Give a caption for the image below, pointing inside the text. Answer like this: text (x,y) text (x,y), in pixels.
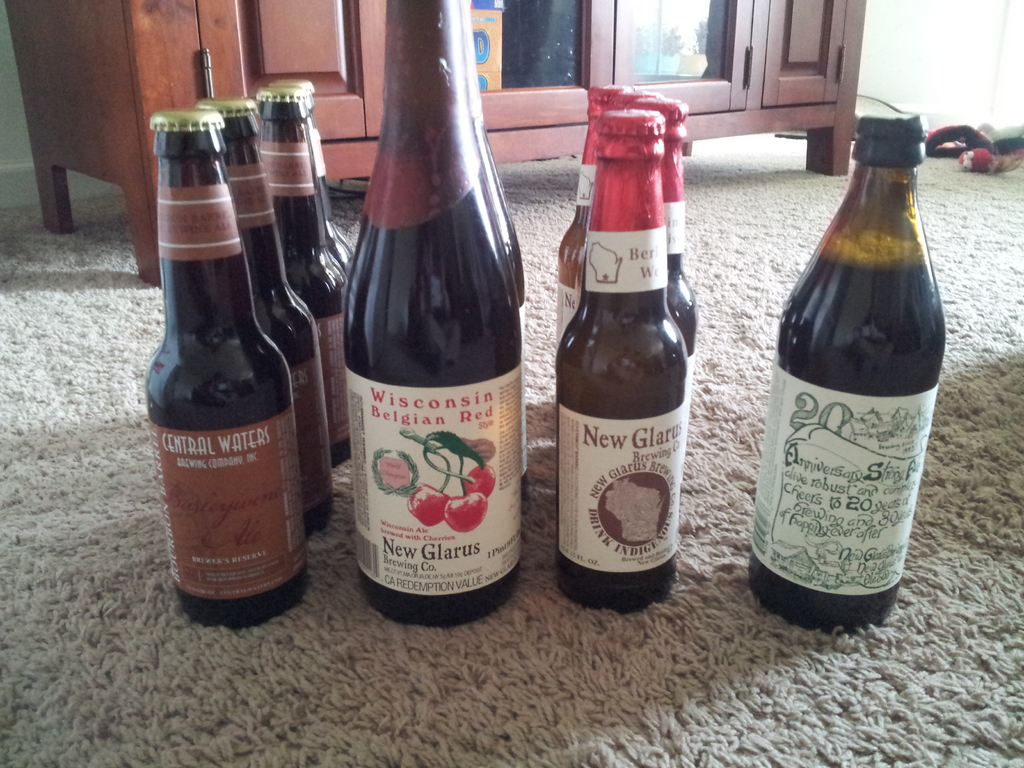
In the middle of the image (526,472) there are few bottles (923,264) on the floor (1008,640). Behind the bottle (412,323) there is a cupboard (679,23).
